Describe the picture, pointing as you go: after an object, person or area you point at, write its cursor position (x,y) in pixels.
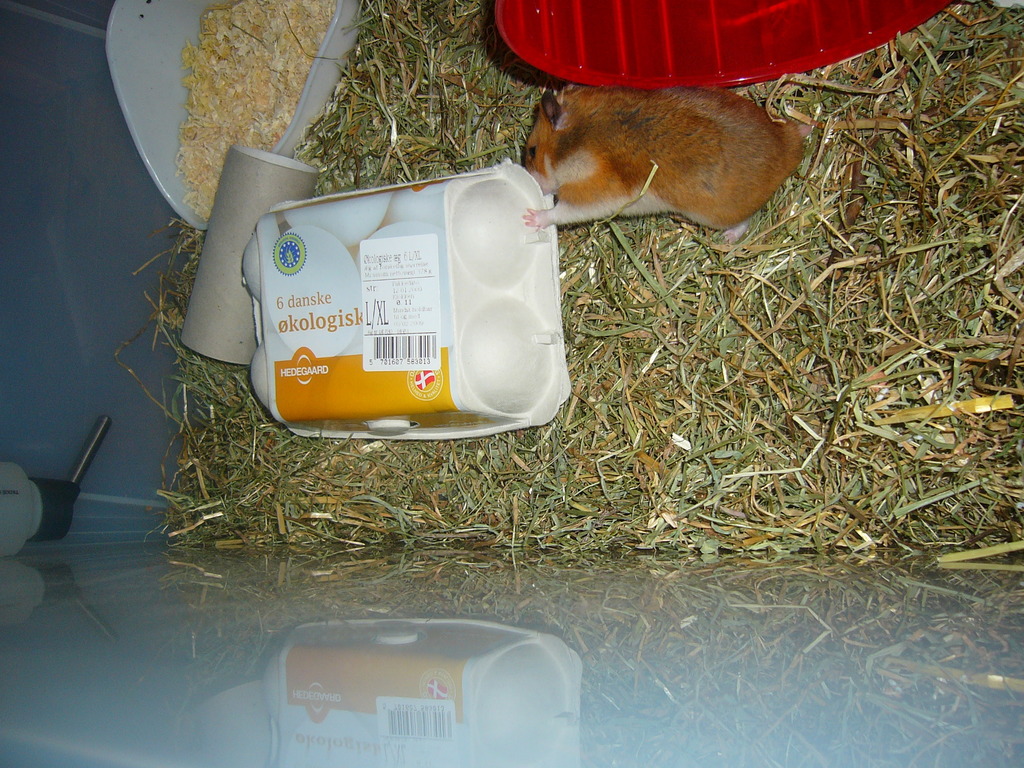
In this image I can see a hamster (600,217) which is in brown and white color. I can see a white tray (474,236), food (231,120) in white bowl (122,89) and red color object (736,40) on the dry grass (863,361). In front I can see a white color around.
